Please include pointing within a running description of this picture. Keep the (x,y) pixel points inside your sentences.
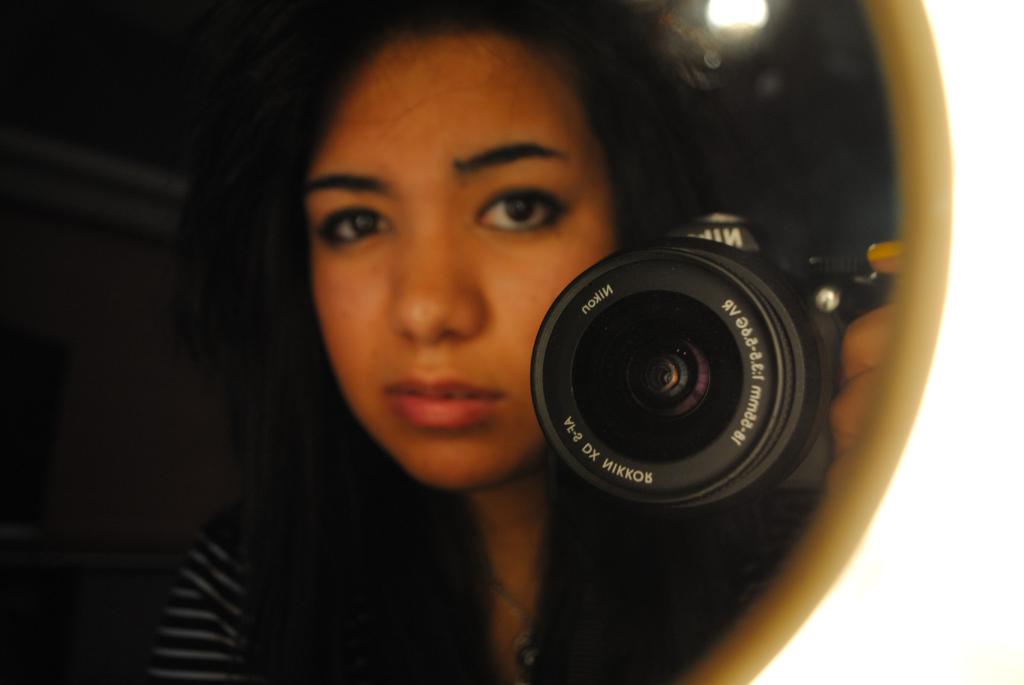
In this image we can see a person (502,581) holding camera (733,336) and we can see a light (727,6) and the dark background (134,207).
